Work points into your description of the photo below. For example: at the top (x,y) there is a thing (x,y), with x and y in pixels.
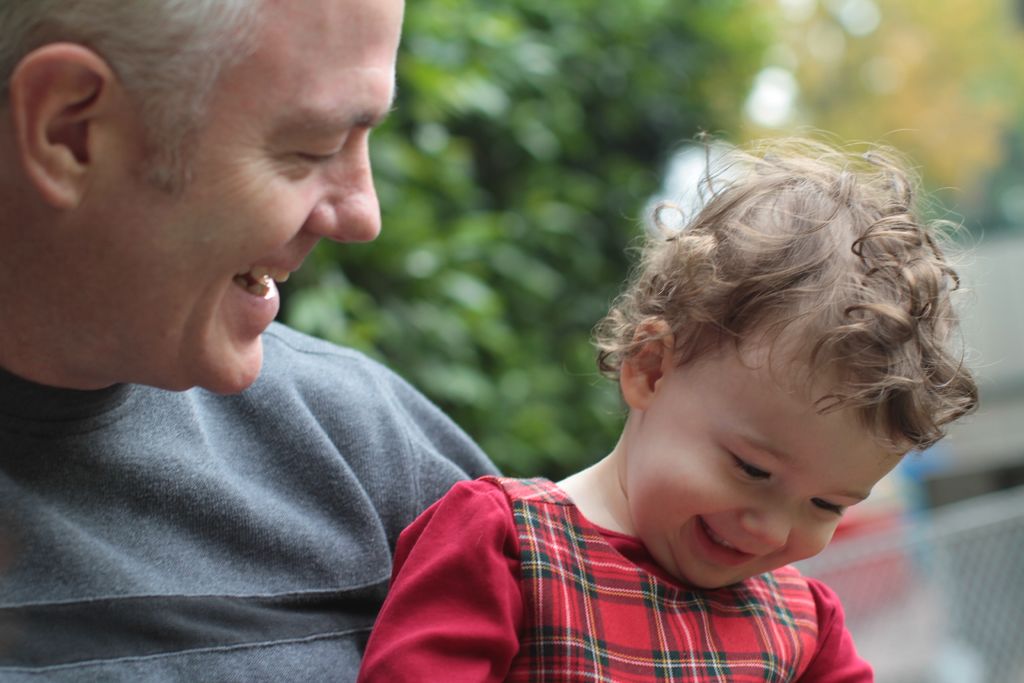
This man (182,308) is smiling and looking at this kid (539,609). This kid (757,583) is also smiling and looking downwards. Background (976,581) it is blur. We can see trees (610,206) and mesh (955,616).
